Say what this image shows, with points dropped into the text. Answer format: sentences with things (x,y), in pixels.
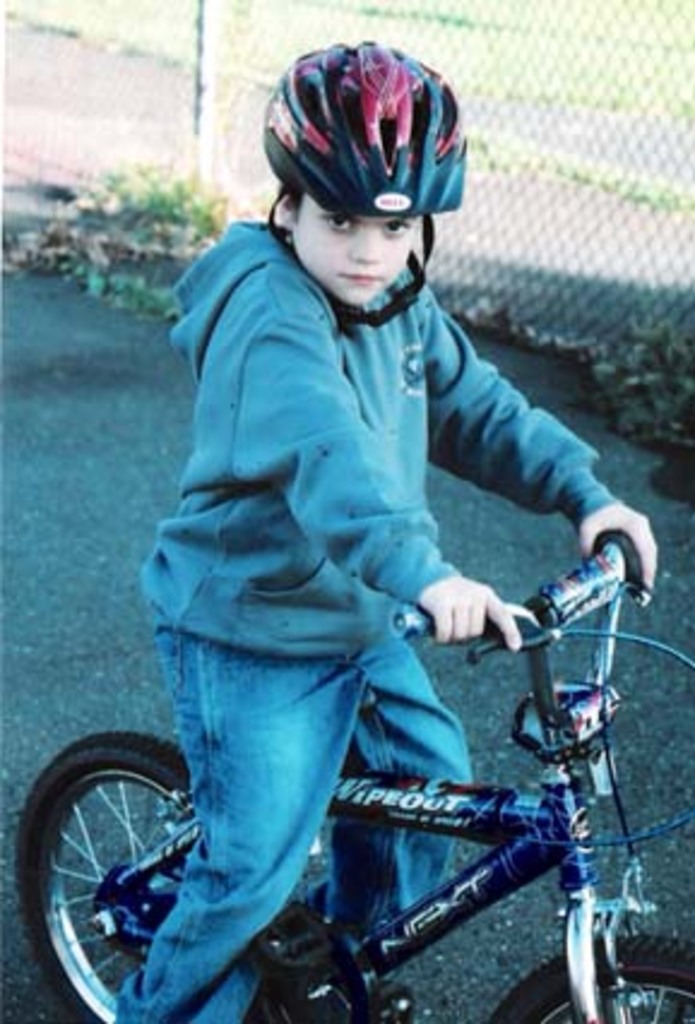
This image consist of a boy (387,903) sitting on a bicycle (269,962), and wearing helmet (348,150). He is wearing a blue color jacket (369,480) and blue pant (251,857). The cycle (534,867) is also in blue color. In the background (540,183), there is fencing (502,112). At the bottom (123,695), there is road (95,642).
